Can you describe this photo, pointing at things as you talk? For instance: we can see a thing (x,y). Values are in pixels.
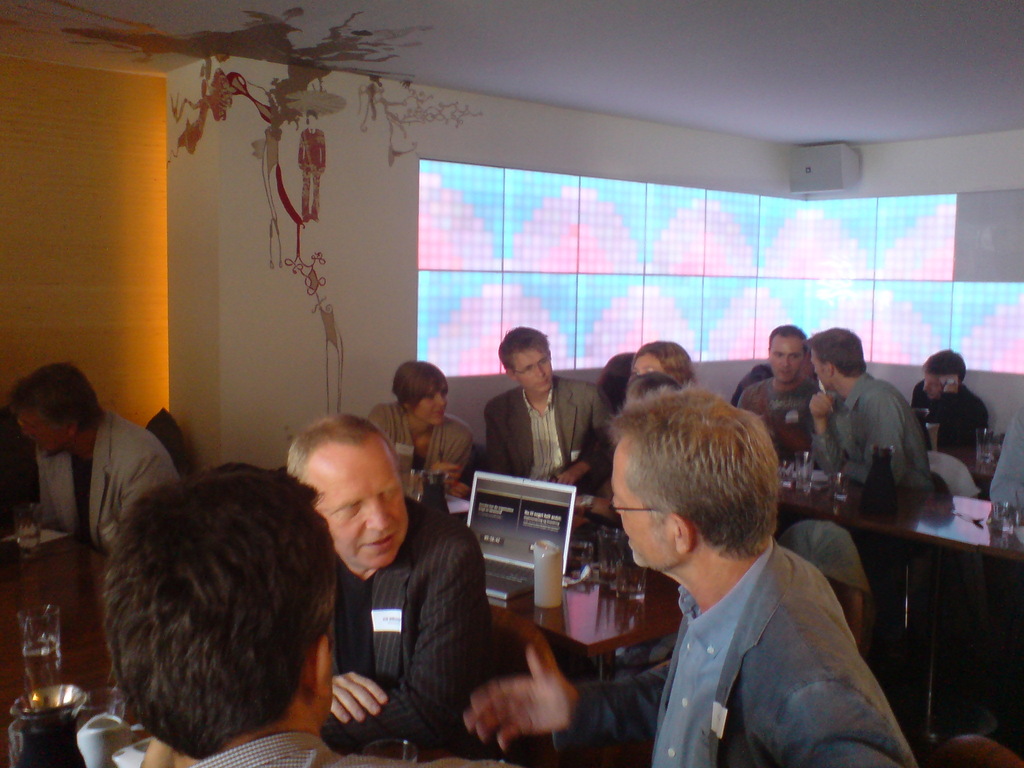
This picture shows group of people (901,420) seated in a room (865,329) And we can see a laptop (503,599) table (64,637) and glasses (58,654).
